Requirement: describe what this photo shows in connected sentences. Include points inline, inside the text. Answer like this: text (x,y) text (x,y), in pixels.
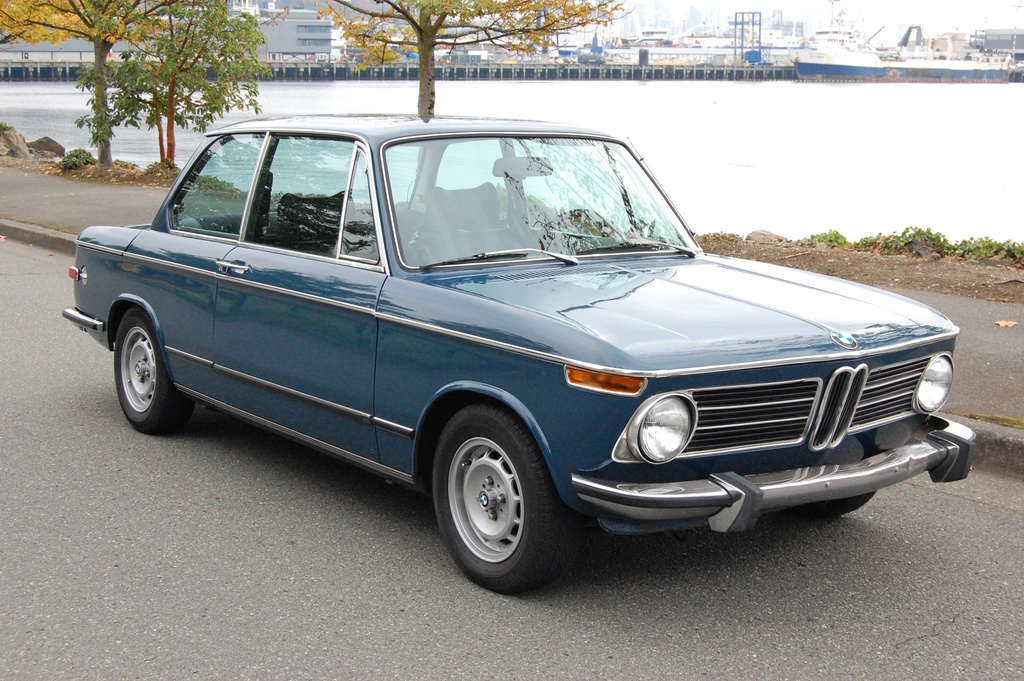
In this image we can see a vehicle (535,402) parked on the ground (304,505). In the background (783,51), we can see some trees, buildings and some poles (755,34). In the right side of the image (867,34) we can see a ship (839,34) in the water (877,111) and some plants (903,246).
